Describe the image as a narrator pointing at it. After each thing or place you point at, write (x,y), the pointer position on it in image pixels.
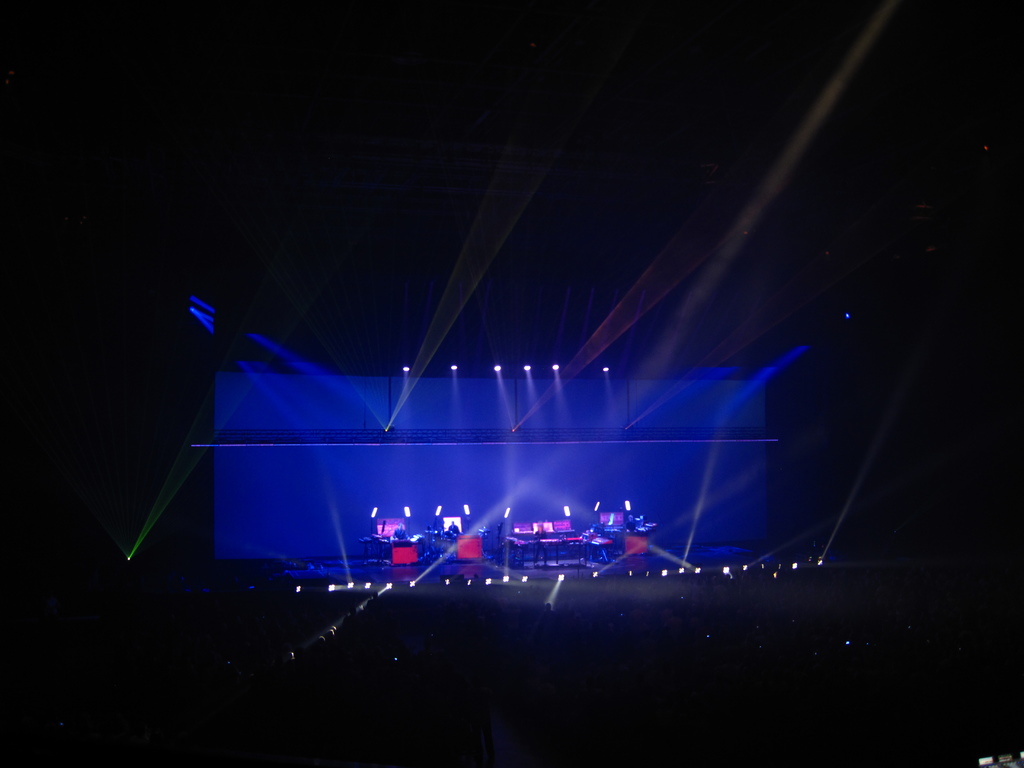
This is an image clicked in the dark. In the middle of the image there is a stage (389,572) on which tables (469,545) and chairs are placed and also there are many lights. At the back (433,471) there is a blue color board (468,462). The background (23,237) is in black color.
